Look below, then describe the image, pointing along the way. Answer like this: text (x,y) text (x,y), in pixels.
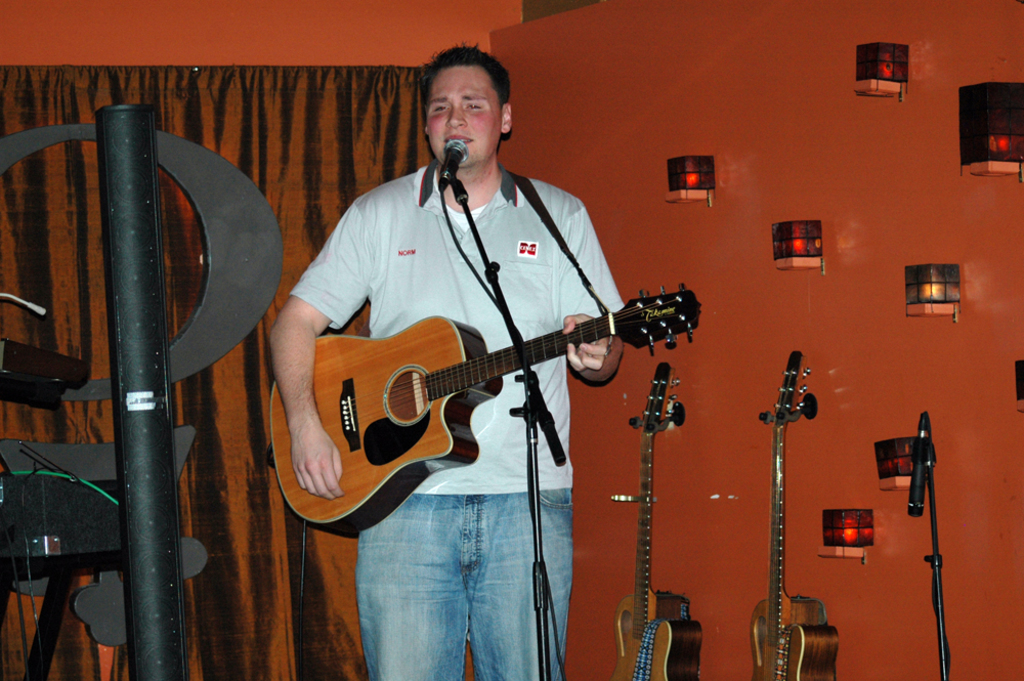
This picture shows a man (471,205) holding a guitar (391,402) in his hands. He is singing. In front of him there is a mic (450,180) and a stand (508,327) here. In the background (618,584) there are some guitars (793,388) and a wall (705,150) here. We can observe a curtain (290,129) too.
